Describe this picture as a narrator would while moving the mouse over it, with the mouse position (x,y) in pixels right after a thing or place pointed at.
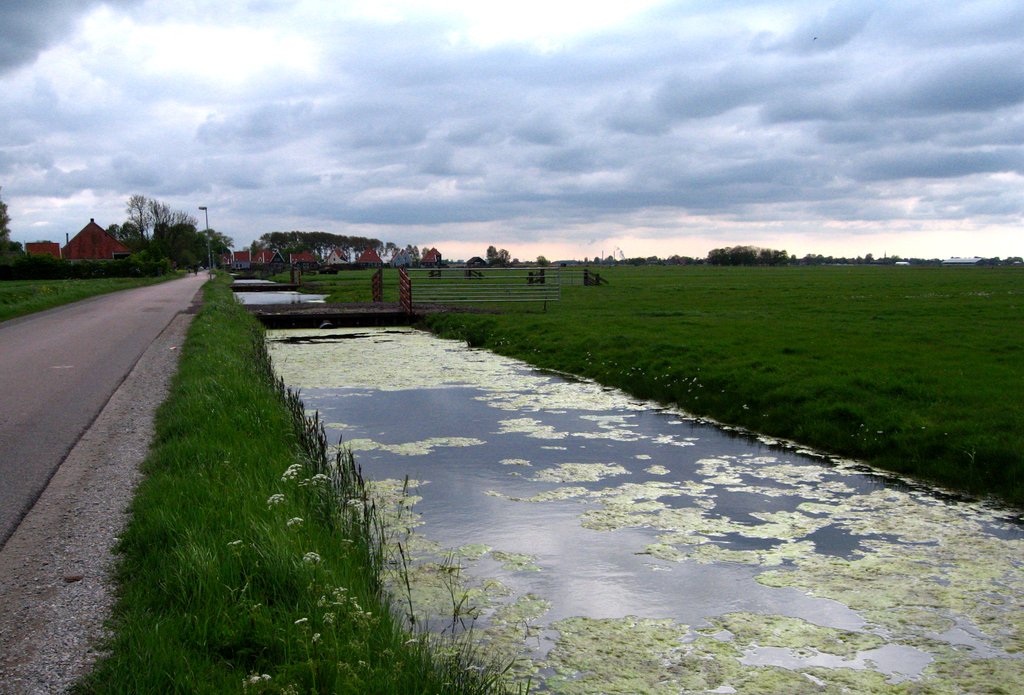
In this image in the center (359,404) there is water (595,579). On the right side (766,345) there is grass (789,319) on the ground (750,310). In the background (312,256) there are trees (273,248) and there are buildings (98,252) and the sky (487,110) is cloudy.
